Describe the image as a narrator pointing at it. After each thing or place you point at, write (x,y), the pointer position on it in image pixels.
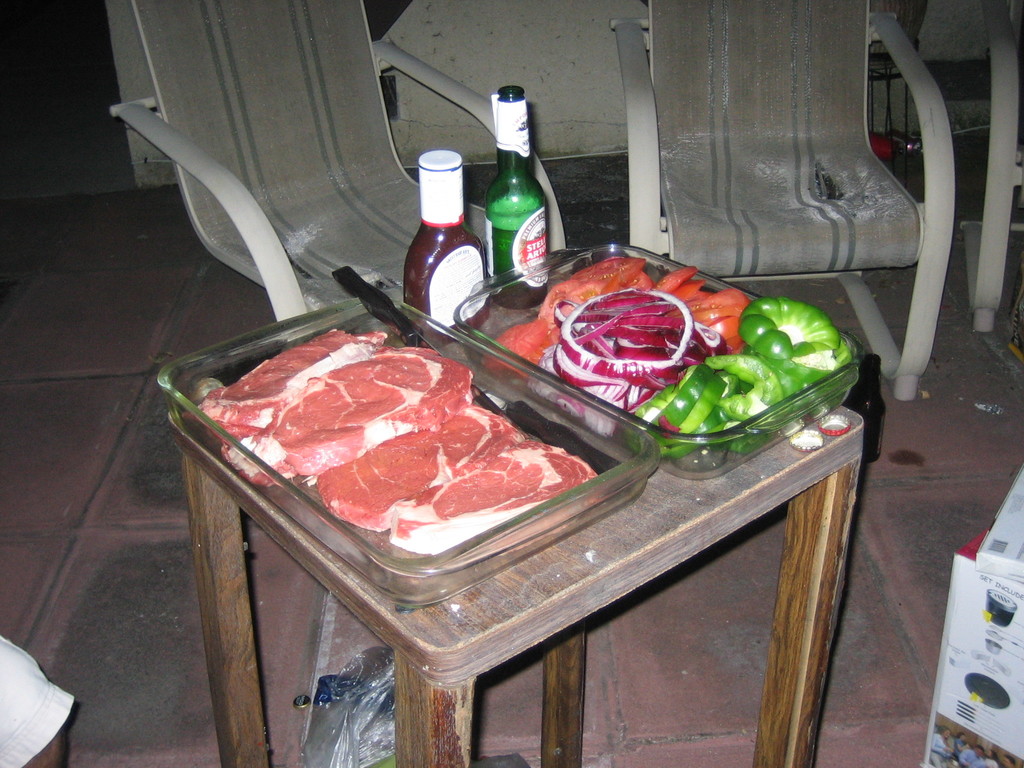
In this image we can see two glass container (364,557). In one container (396,557) meat (380,438) and knife (423,331) is there and in another container (616,325) vegetables (678,340) are present. behind the container (491,305) two bottles (474,244) are there. And these containers (616,485) are kept on table (441,711). Background of the image (263,137) chairs (277,128) and wall (567,65) are present. Right bottom of the image (984,673) box (984,673) is there.
